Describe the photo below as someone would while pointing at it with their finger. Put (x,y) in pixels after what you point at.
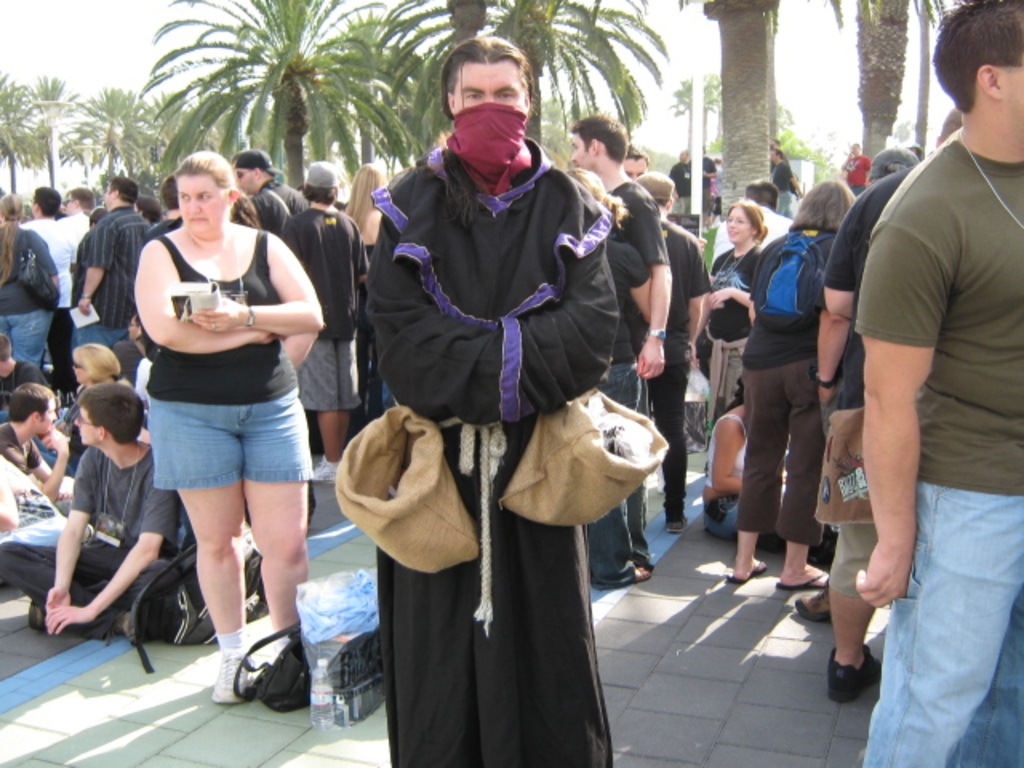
In the foreground of the picture (449,478) there is a person (453,577) in black dress (517,300) standing, he is having two sacks (414,479) to his dress (526,211). On the right (920,584) there is a person (987,355) walking. In the center of the picture (674,306) there are people (667,217) and trees (97,139). In the background (716,34) it is sky (843,72).
